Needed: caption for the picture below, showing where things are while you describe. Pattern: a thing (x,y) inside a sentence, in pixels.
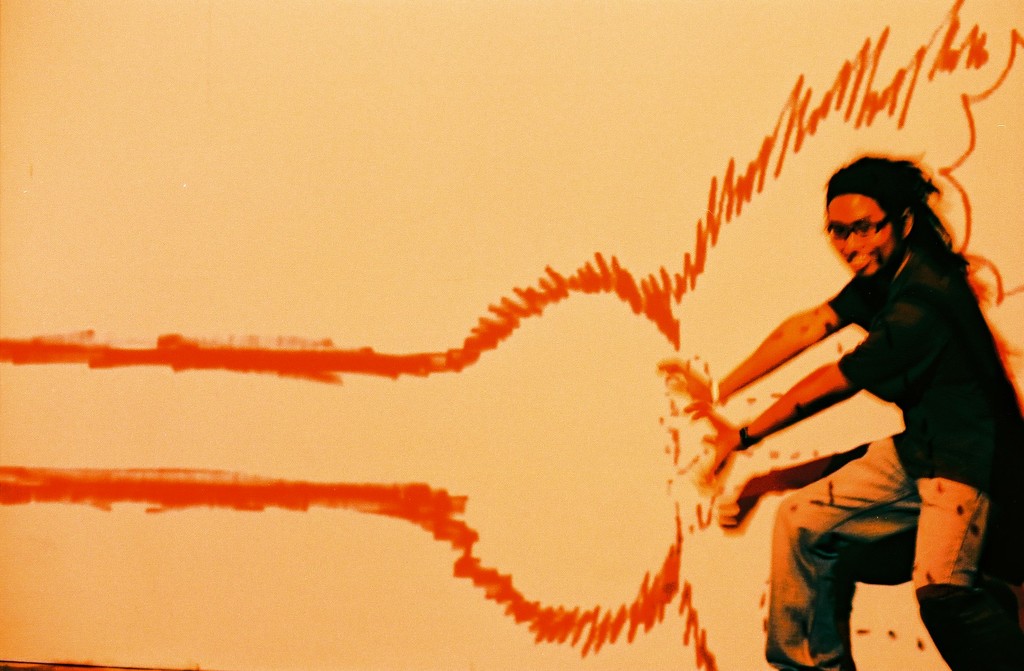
In this image I can see a painting (794,422) on a wall (638,139). A person (833,211) is standing on the right (947,622).
